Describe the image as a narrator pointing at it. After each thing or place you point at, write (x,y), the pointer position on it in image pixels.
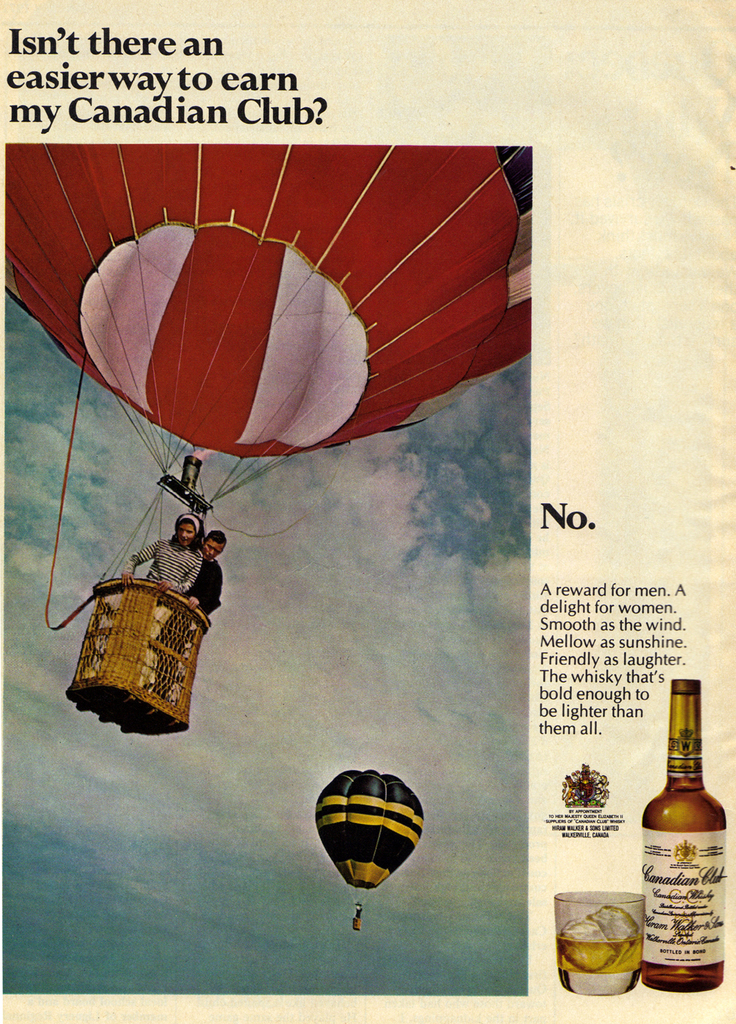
In this picture we can see man (216,546) and woman (175,537) were in hot air balloon (267,351) and this is a poster (452,414) with bottle (677,810), glass (600,907) and drink (599,957) in it with ice cubes (587,951) and here we can see sky (244,732) with clouds (230,775).
